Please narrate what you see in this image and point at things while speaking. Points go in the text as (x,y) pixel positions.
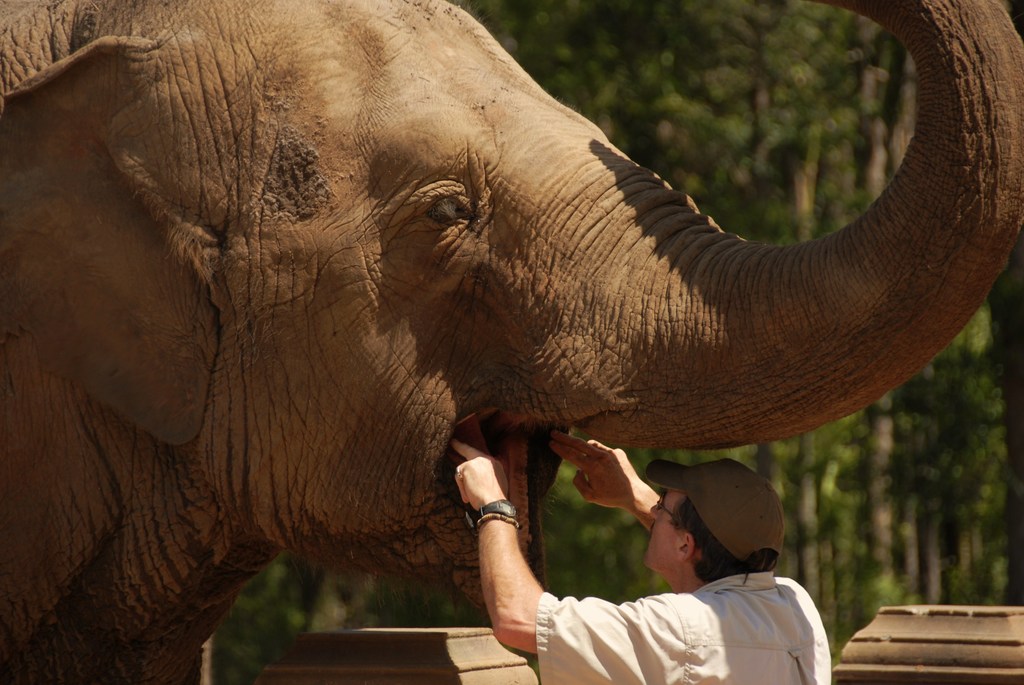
In this image we can see a person (467,444) who is on the right side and he is checking mouth (471,419) of an elephant (302,217) which is on the left side (124,169). In the background (746,41) we can see trees (689,63).
